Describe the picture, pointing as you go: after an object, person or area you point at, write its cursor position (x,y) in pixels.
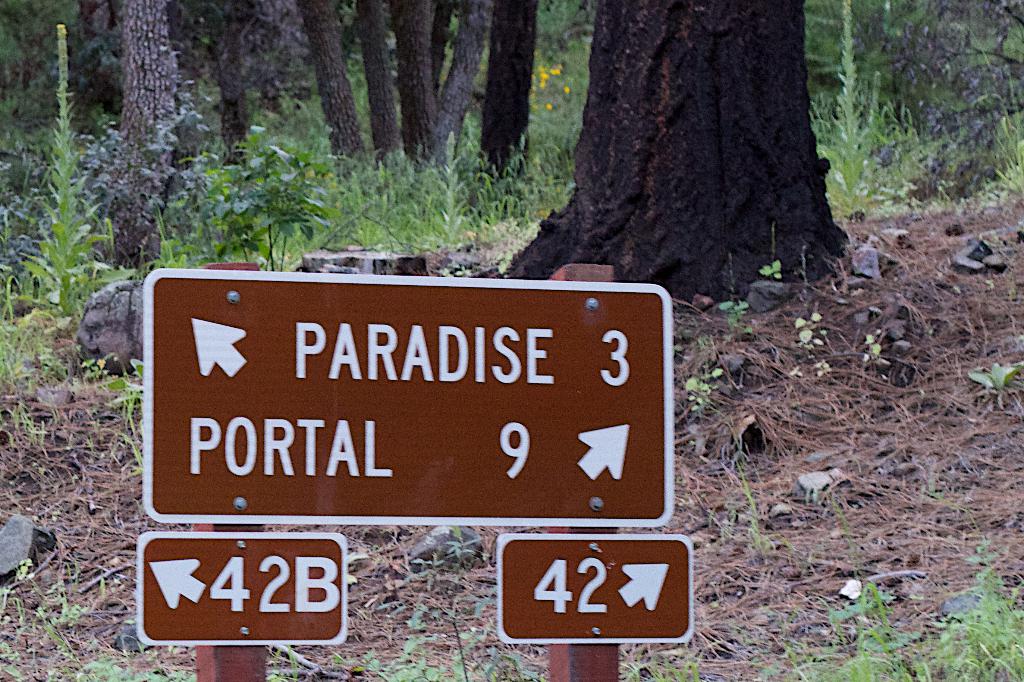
In the center of the image (456,393) there are sign boards (333,487). In the background (554,156) we can see grass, stones (445,251), trees (405,149) and plants (66,189).
